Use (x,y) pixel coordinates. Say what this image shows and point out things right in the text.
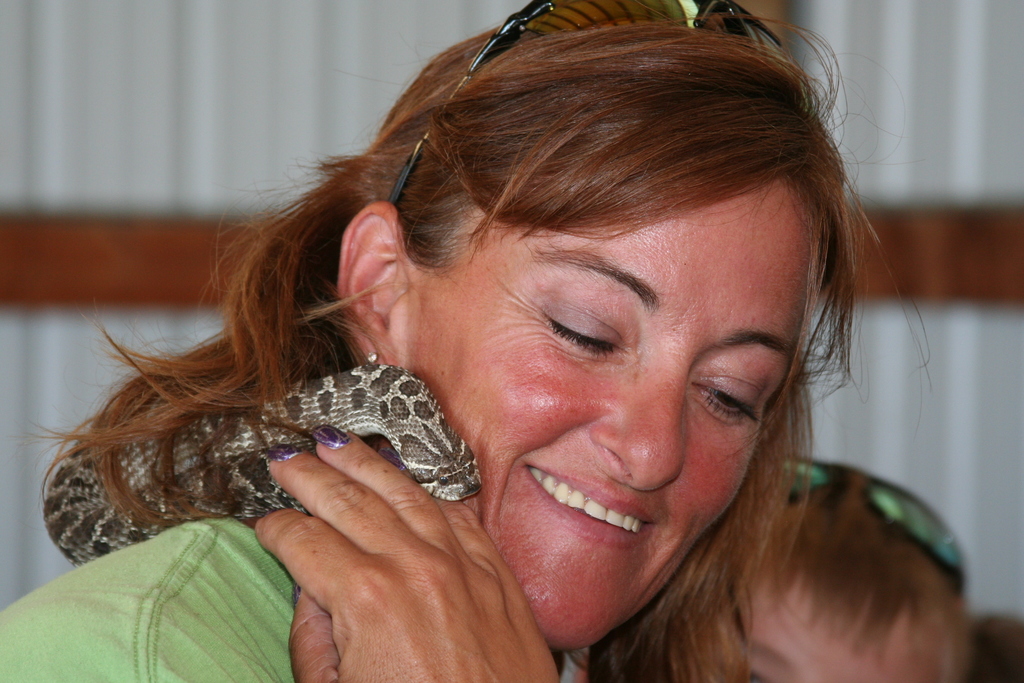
In this picture there is a woman (472,383) who is holding a snake (353,394). There is also another person (920,611).
